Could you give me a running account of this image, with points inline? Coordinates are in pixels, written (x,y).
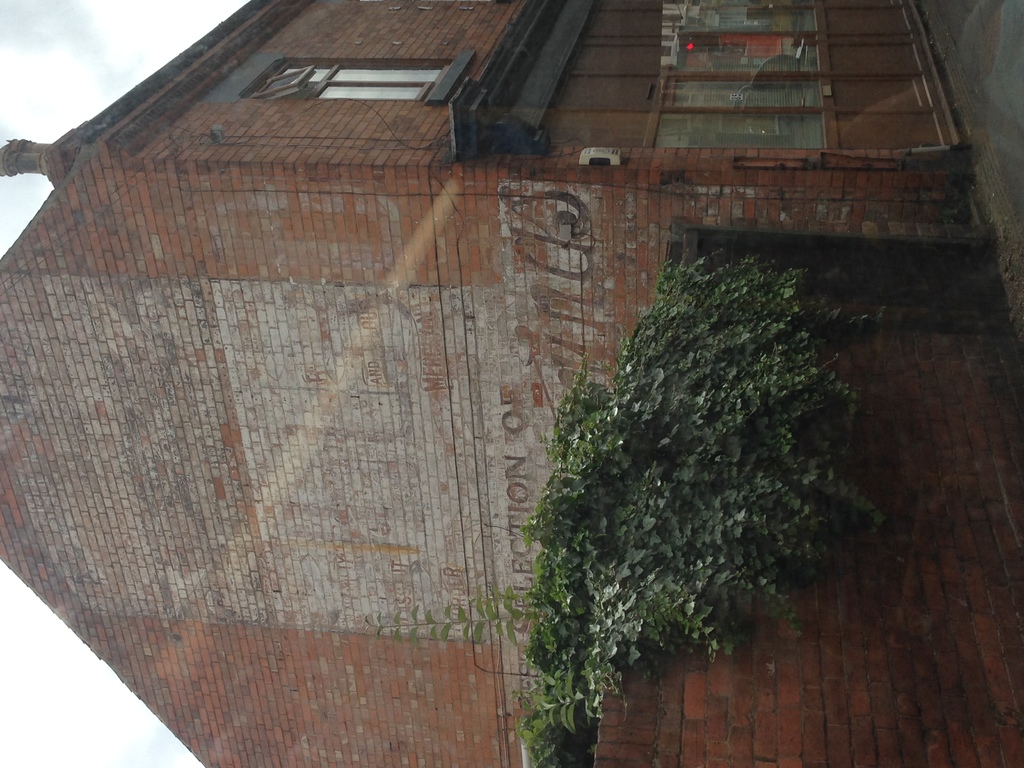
In this image we can see the building (525,206) with windows (723,90) and at the side, we can see the wall (907,624) and plants (643,467). And there is the sky (96,69) in the background (88,81).
